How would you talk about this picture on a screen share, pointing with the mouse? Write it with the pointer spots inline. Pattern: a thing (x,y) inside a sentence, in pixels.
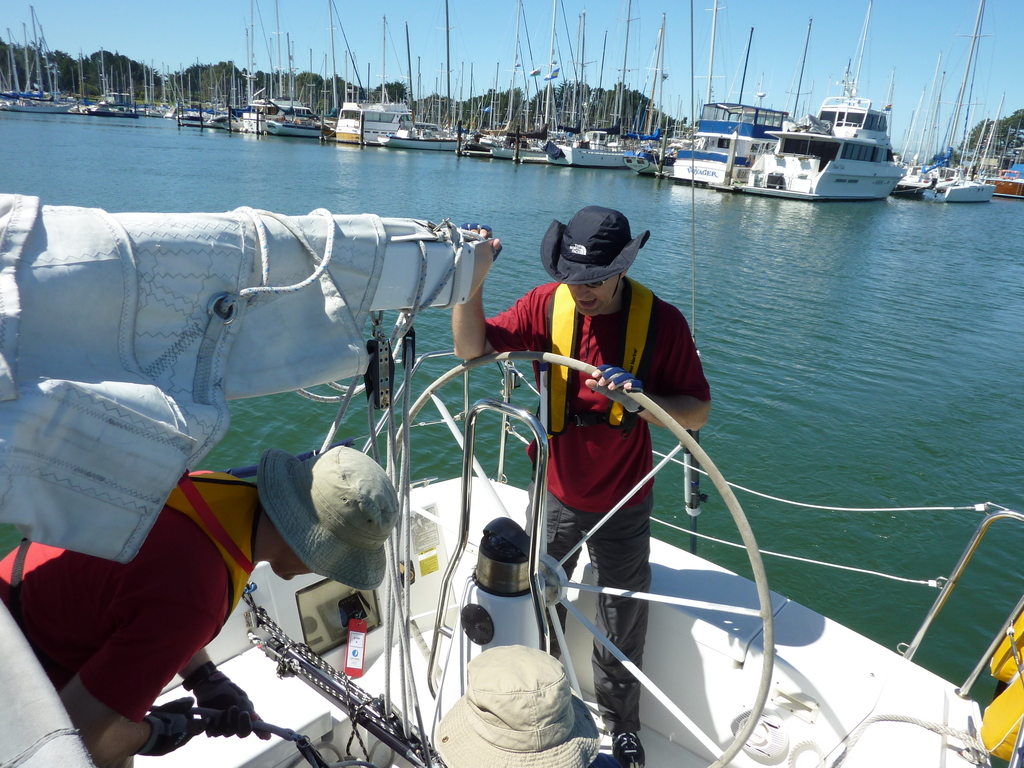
In this image we can see many watercraft (552,157). We can see the sea (906,358) in the image. There are few people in the image. We can see the sky (901,24) in the image. There are many trees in the image.
